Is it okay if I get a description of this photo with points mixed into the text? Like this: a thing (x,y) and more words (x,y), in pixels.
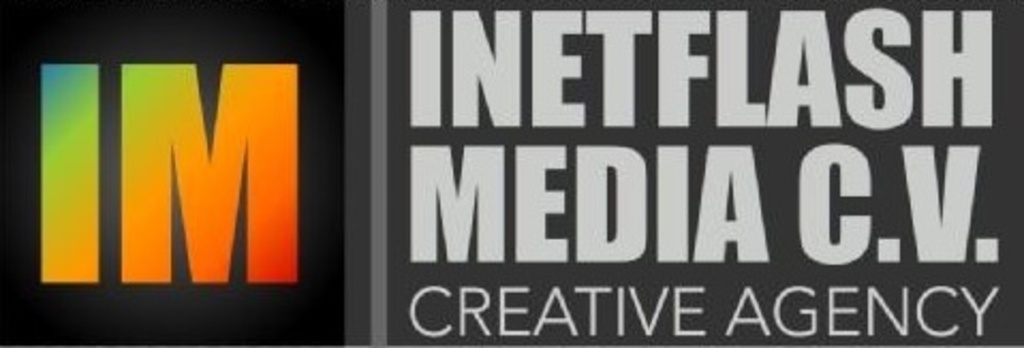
In this image I can see some text (435,165) written on the black background.
